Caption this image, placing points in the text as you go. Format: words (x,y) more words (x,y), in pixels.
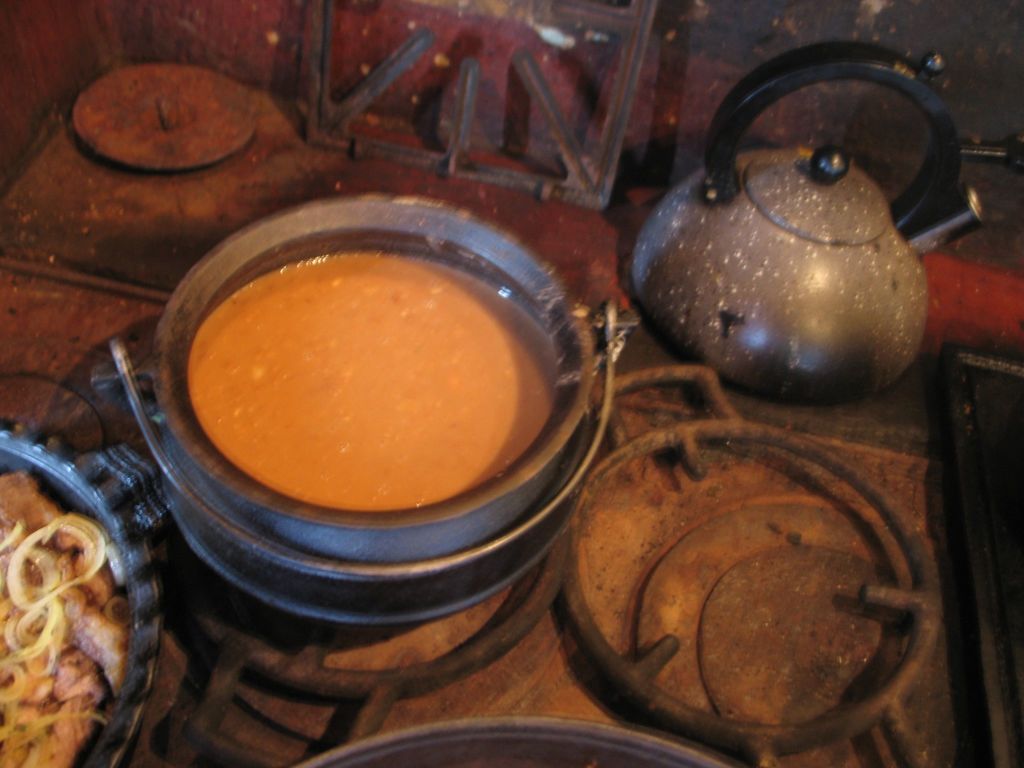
In this image I can see few bowls (110,553) and some metal objects (654,511). In the bowls (220,480) I can see the food items (86,632).
